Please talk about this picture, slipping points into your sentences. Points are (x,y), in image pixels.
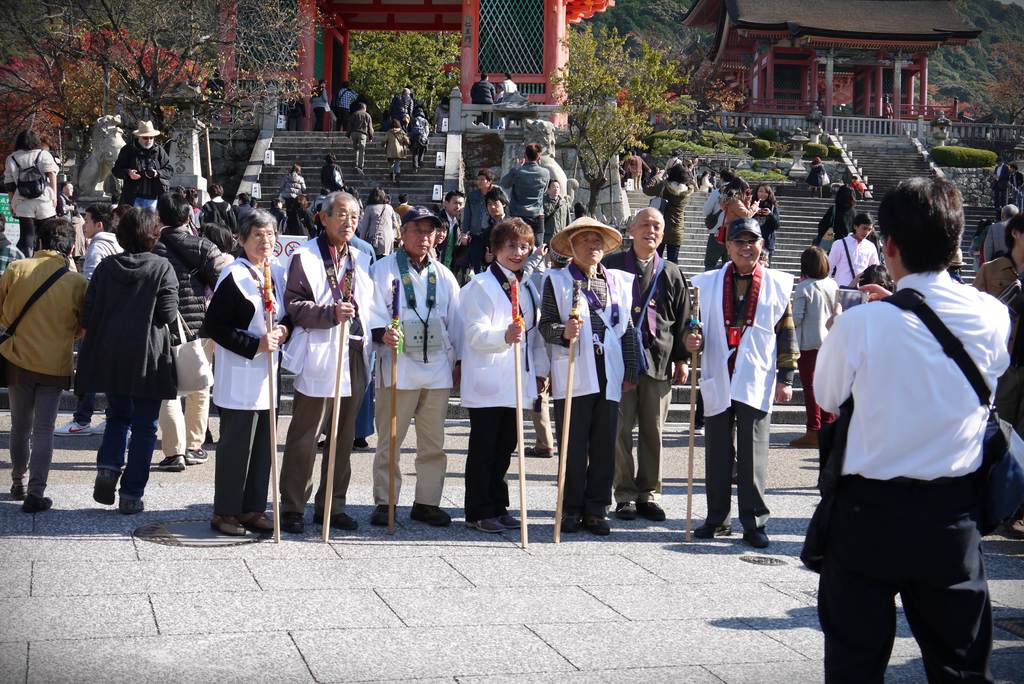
In this picture there are people (344,263) in the center of the image (430,248) those who are standing in series, by holding sticks (396,333) in their hands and there is a man (908,308) on the right side of the image (940,340), it seems to be he is taking a photograph and there are people (674,179) in the background area of the image (386,210) and there are stairs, plants (644,60), building (762,77), and trees (576,95) in the background area of the image (597,132).
